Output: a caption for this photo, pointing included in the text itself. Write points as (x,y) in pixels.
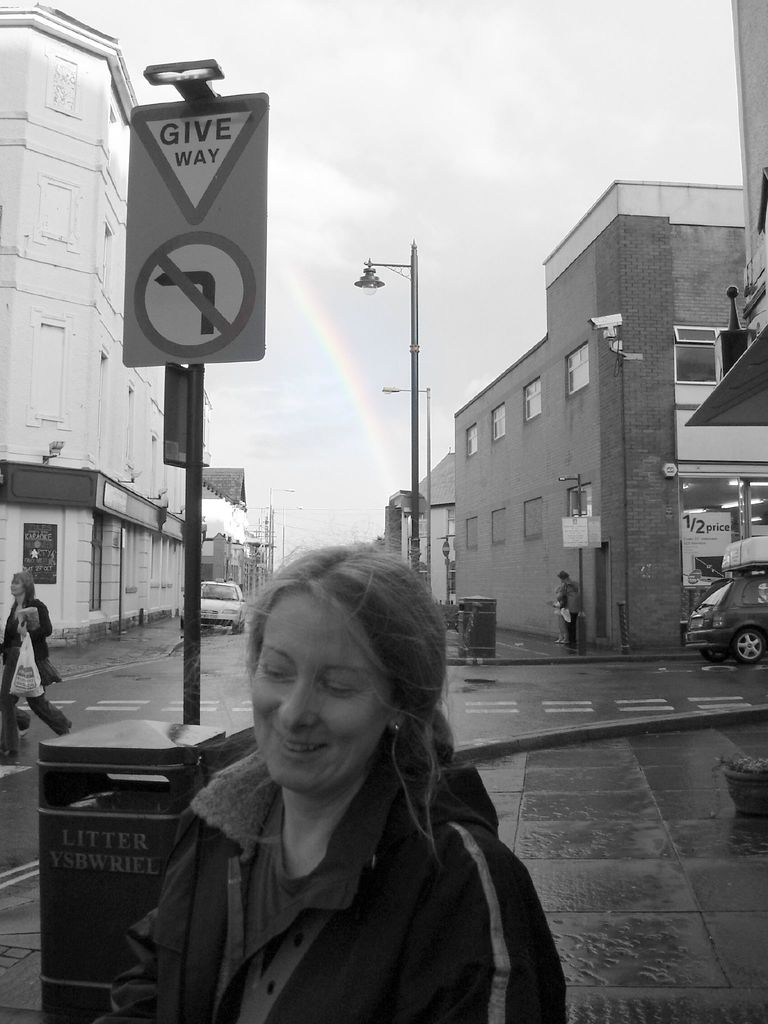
In this picture we can see people (179,882) & vehicles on the road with sign boards (247,203) and lamp posts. We can see buildings (43,411) on either side.
